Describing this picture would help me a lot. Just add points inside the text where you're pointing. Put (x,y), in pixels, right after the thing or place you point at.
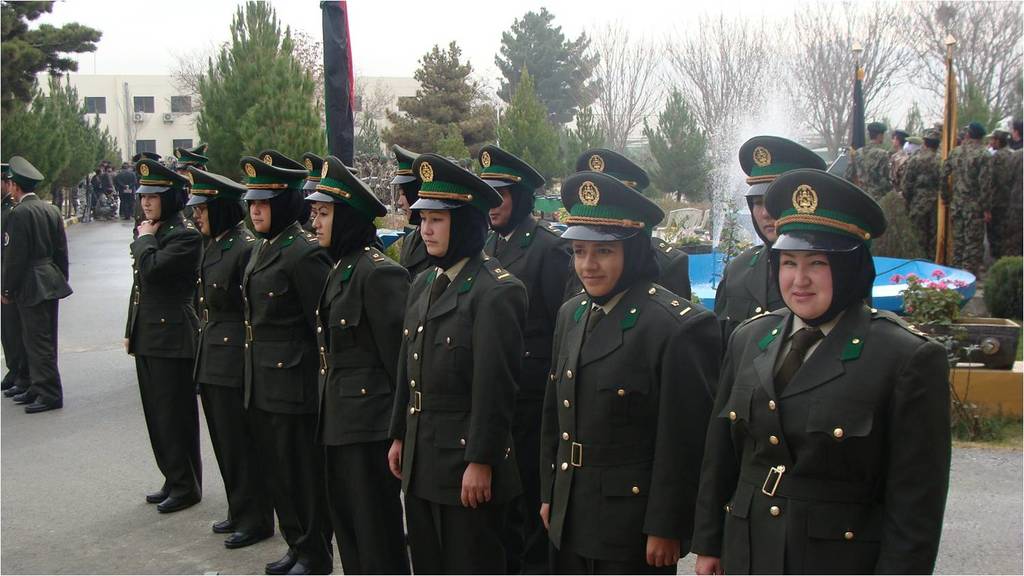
In the center of the image (430,318) we can see a few people (22,263) are standing and they are in different costumes (342,266). Among them, we can see a few people (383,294) are smiling. In the background (478,81), we can see the sky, clouds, trees (665,170), plants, poles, benches (686,218), one building (172,127), fountain (708,254), few people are standing and a few other objects (836,165).
